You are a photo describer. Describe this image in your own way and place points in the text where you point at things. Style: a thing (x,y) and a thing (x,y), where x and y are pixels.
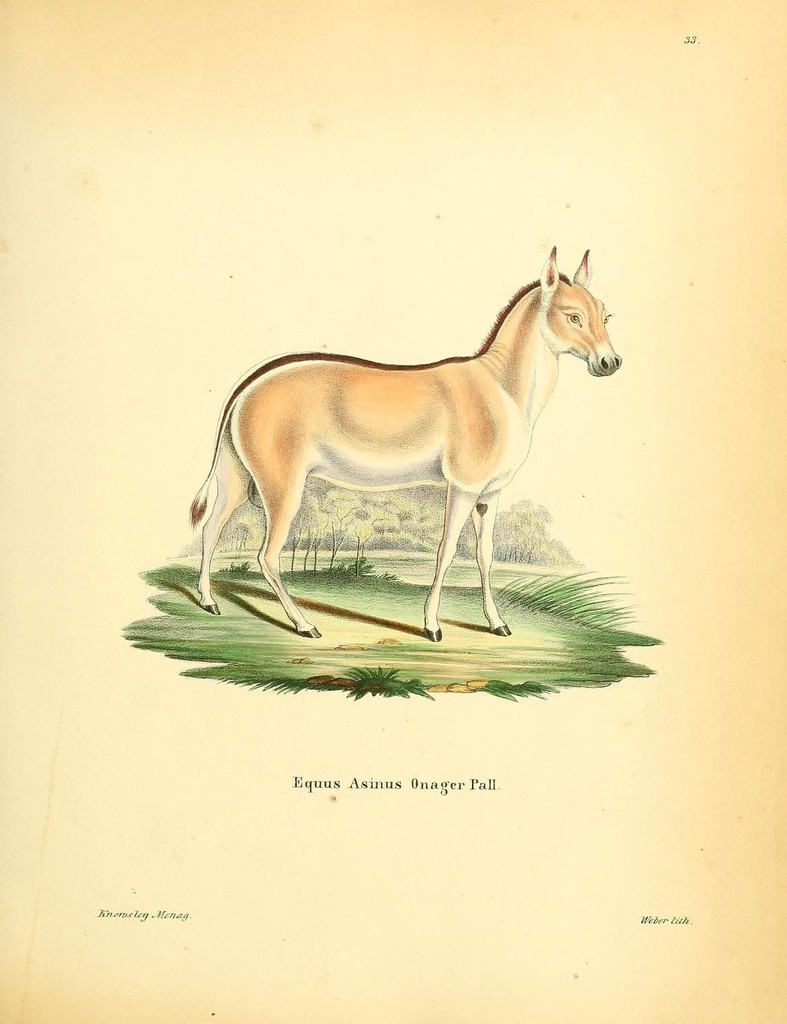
In this image I can see the cream colored background (253,846) and on it I can see the painting (401,500) of an animal (391,461) standing on the ground (396,610). In the background (384,515) I can see few trees (382,528).
